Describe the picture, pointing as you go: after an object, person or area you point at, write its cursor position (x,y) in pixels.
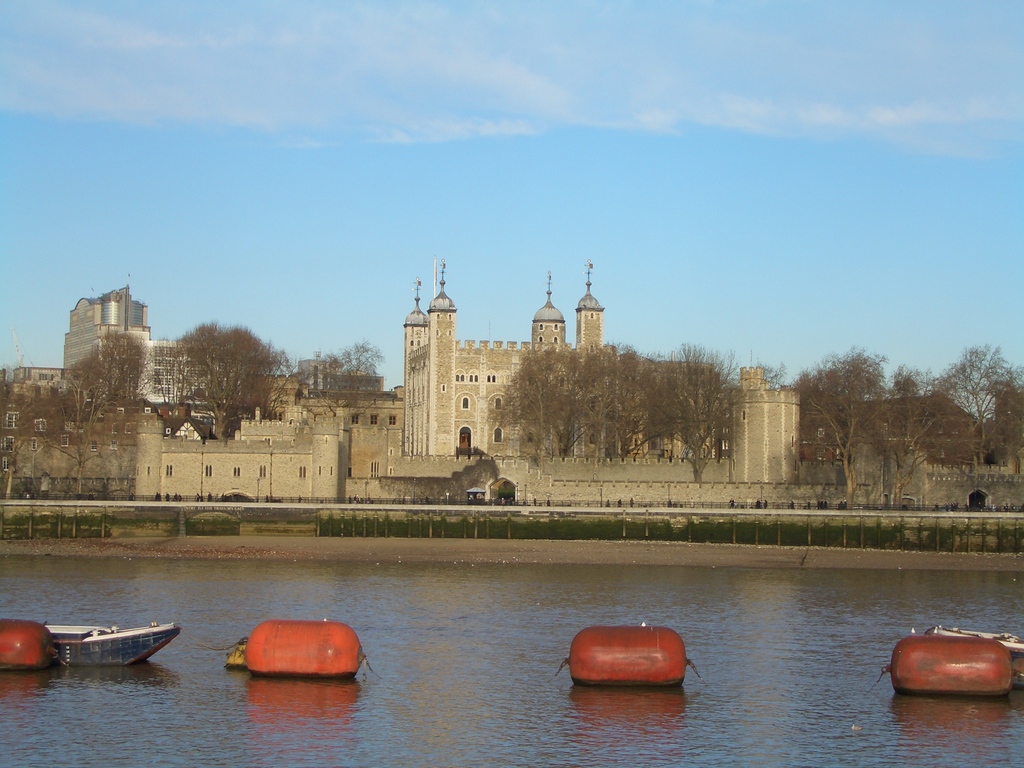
In this image I see the water (449,590) over here and I see red color things (326,626) and I see a boat (118,660) over here. In the background (130,451) I see the buildings (419,405), trees (87,432) and the clear sky (459,196).
